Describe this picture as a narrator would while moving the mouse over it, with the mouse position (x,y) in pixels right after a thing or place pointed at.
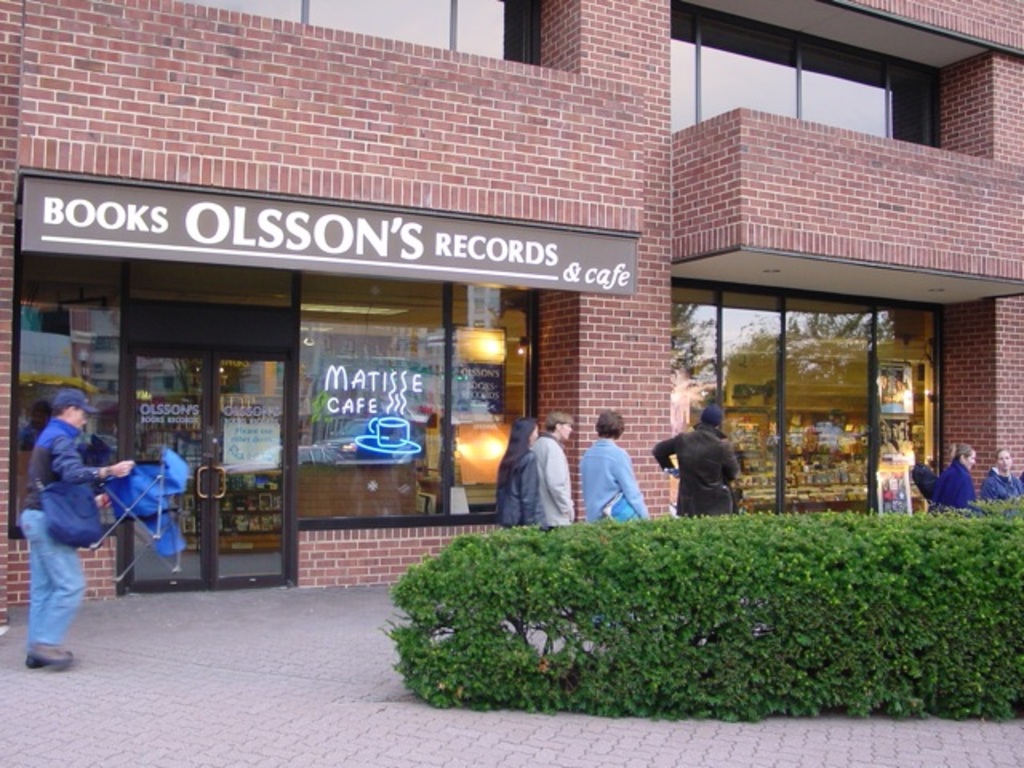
In this image I can see people (729,464) among them this man (81,472) is holding some object (136,510) in hands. Here I can see plants (697,610). In the background (589,248) I can see building (584,175), glass wall (685,401) and a door (232,491).
